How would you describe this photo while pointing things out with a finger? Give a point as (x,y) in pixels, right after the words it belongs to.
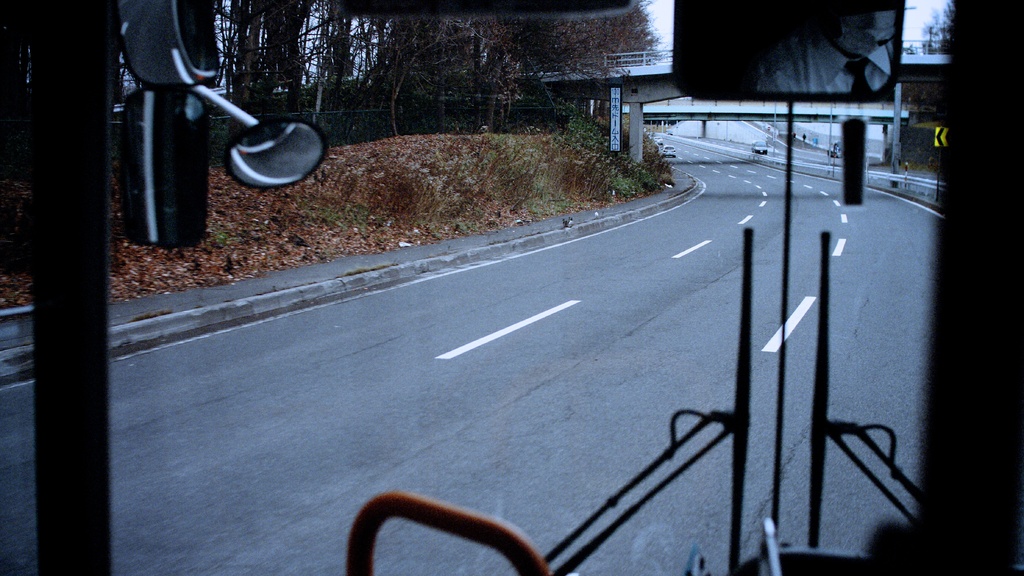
The picture is taken inside a vehicle (760,47). Through the glass (647,281) we can see on the road (721,226) few vehicles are moving. In the background (369,130) there are trees (477,58). Here there is a bridge (798,113). This is looking like a mirror (778,37).
